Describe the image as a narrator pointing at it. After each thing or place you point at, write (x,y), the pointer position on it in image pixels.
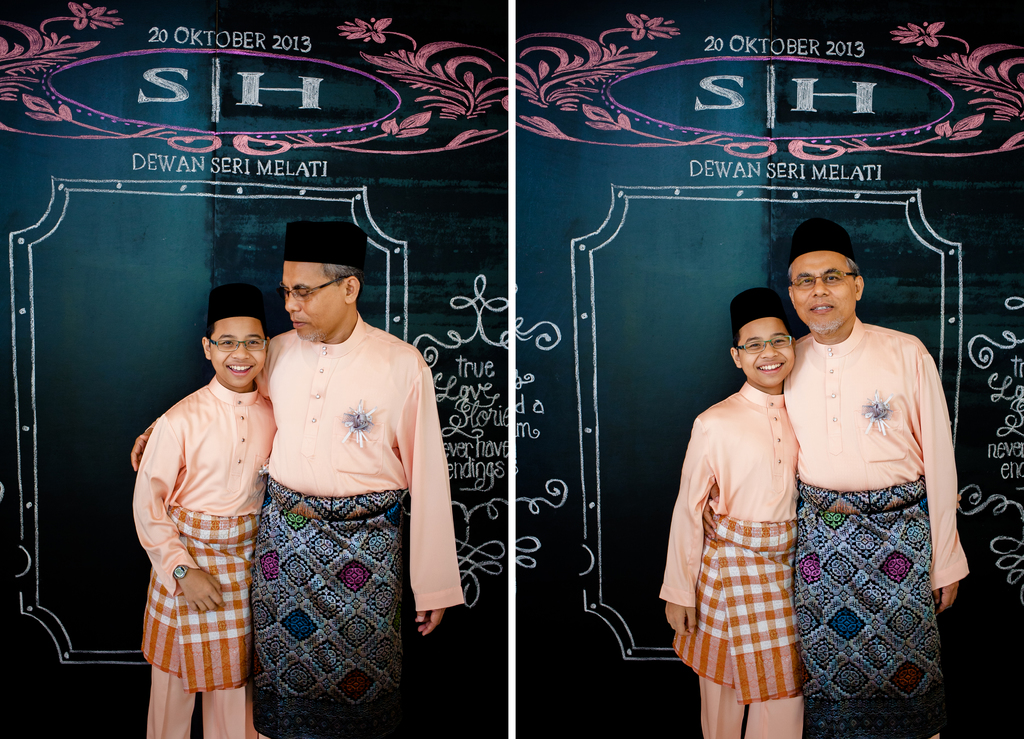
In this image we can see a collage picture. In the picture there are persons (314,369) standing on the floor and a board (414,190) in the background (531,451).
